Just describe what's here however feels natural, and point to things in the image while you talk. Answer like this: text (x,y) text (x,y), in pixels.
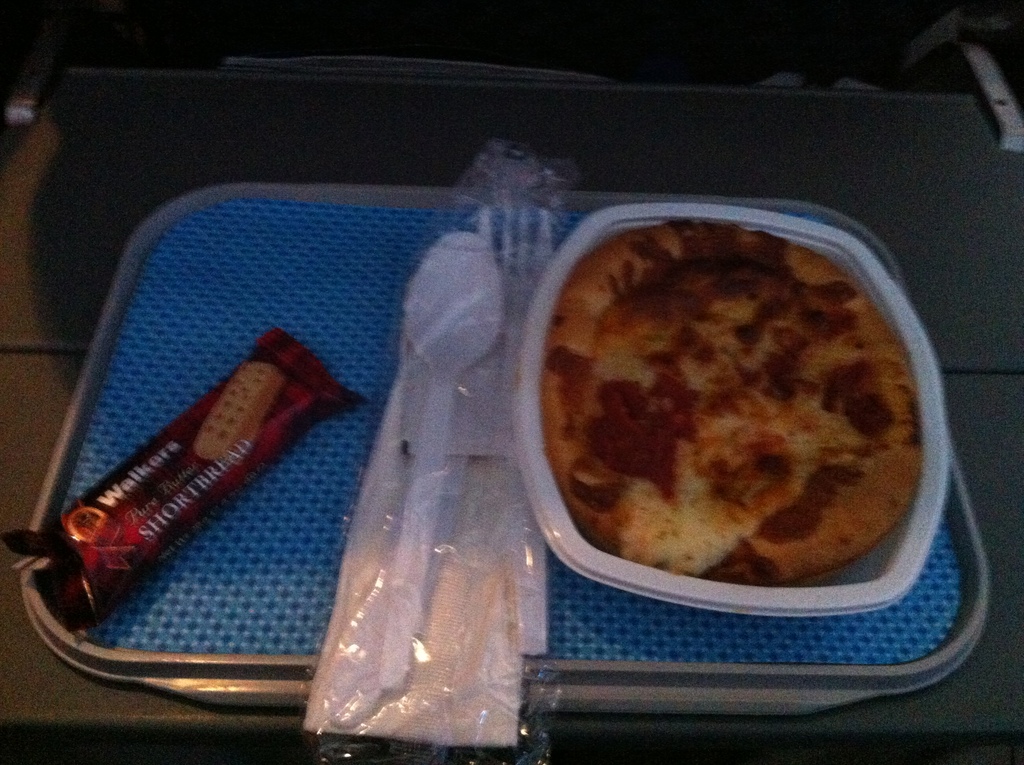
In this picture I can see food (715,461) in the box (586,565) and I can see a spoon (460,353), fork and a napkin (444,535) in the cover (493,295) and I can see a cookie (250,458) in the tray (202,543) and it looks like a table (169,76).
